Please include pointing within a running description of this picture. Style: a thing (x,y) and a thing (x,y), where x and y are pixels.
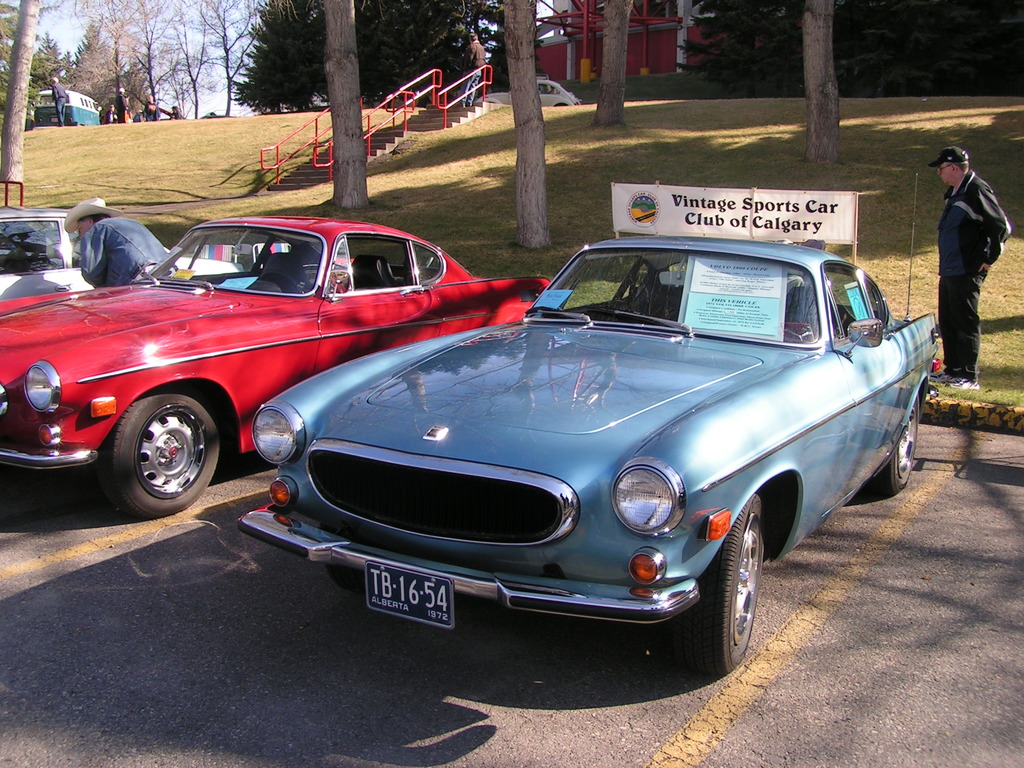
In this image I can see cars (43,389) in the front (793,278). 2 men (972,222) are standing. There are trees (13,67), grass (217,171) and there are stairs (403,133) and red railings (440,105) in the center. There are people (110,112), trees (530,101), vehicles (82,116) and buildings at the back (100,116). There is sky (191,88) at the top (199,102).
